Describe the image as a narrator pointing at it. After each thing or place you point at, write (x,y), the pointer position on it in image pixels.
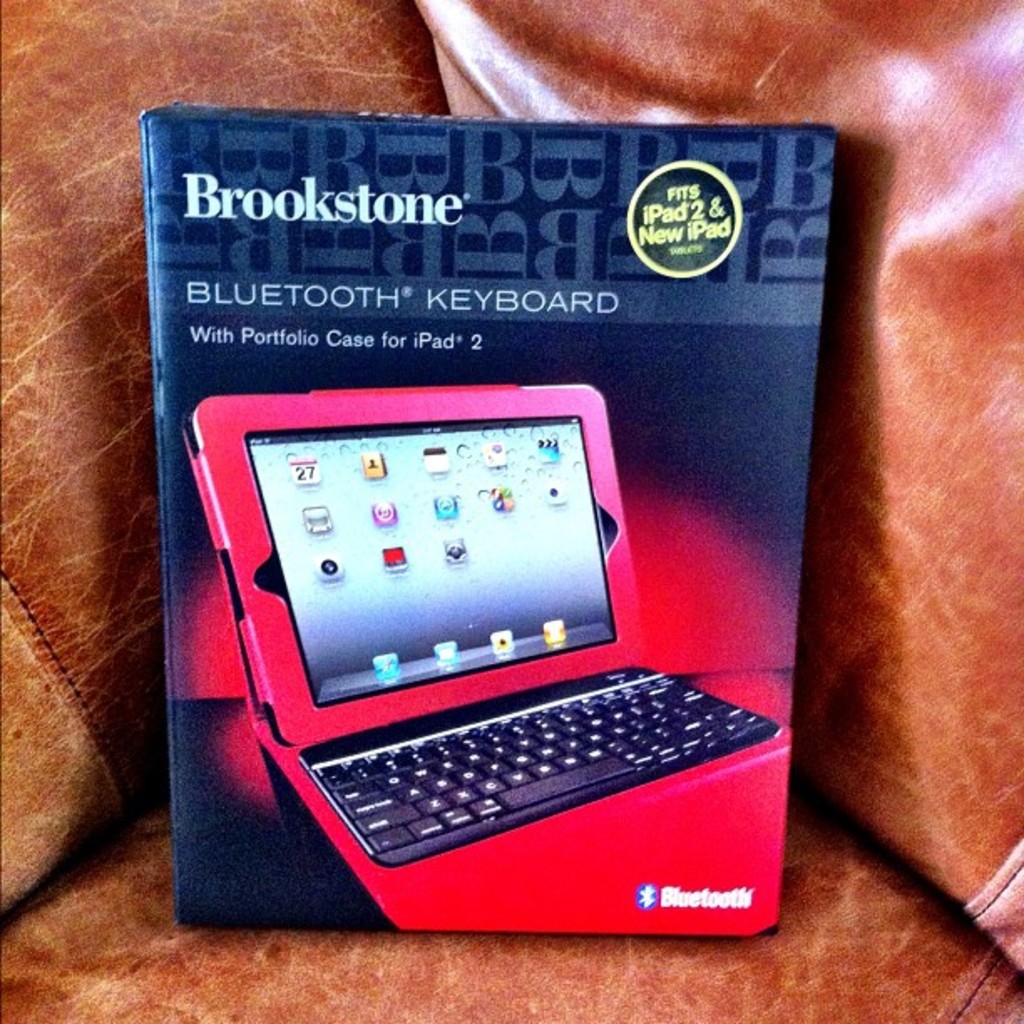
In this picture we can see a box (693,462) in the front (692,503), there is a picture (608,593) of a laptop (598,603) and some text (652,229) present on this box (526,323), it looks like a sofa (862,761) at the bottom (852,916).
